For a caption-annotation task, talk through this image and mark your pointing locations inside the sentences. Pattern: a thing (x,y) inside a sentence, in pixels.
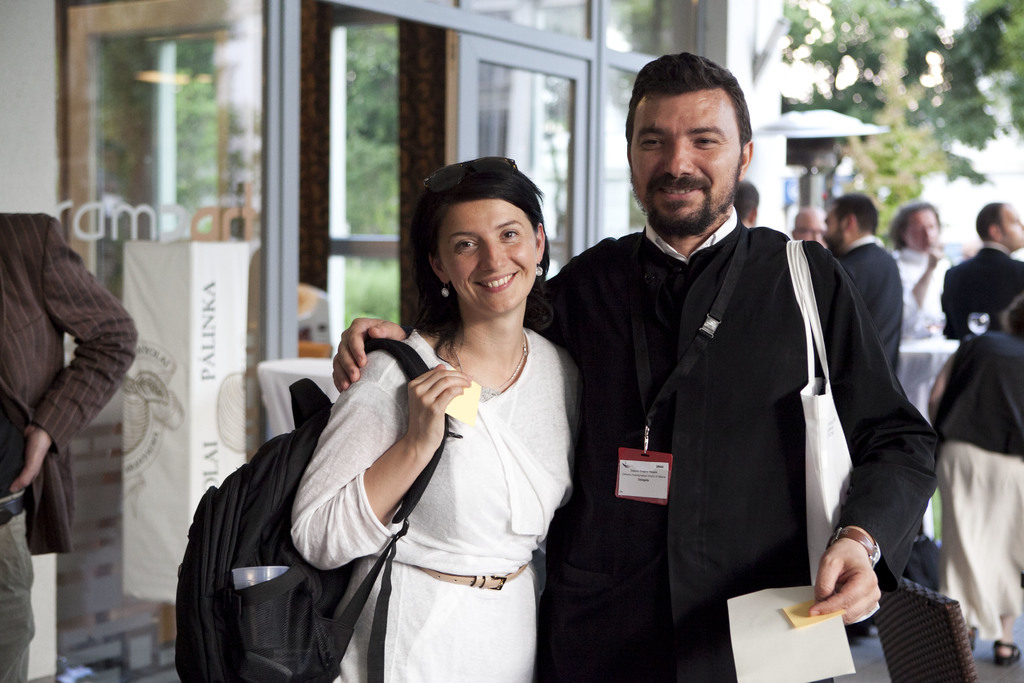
In this image we can see a lady (450,388) wearing backpack (324,610) and a guy (768,482) who is holding something and around there are some other people (975,448), tree (951,145) and the glass door (272,147).
